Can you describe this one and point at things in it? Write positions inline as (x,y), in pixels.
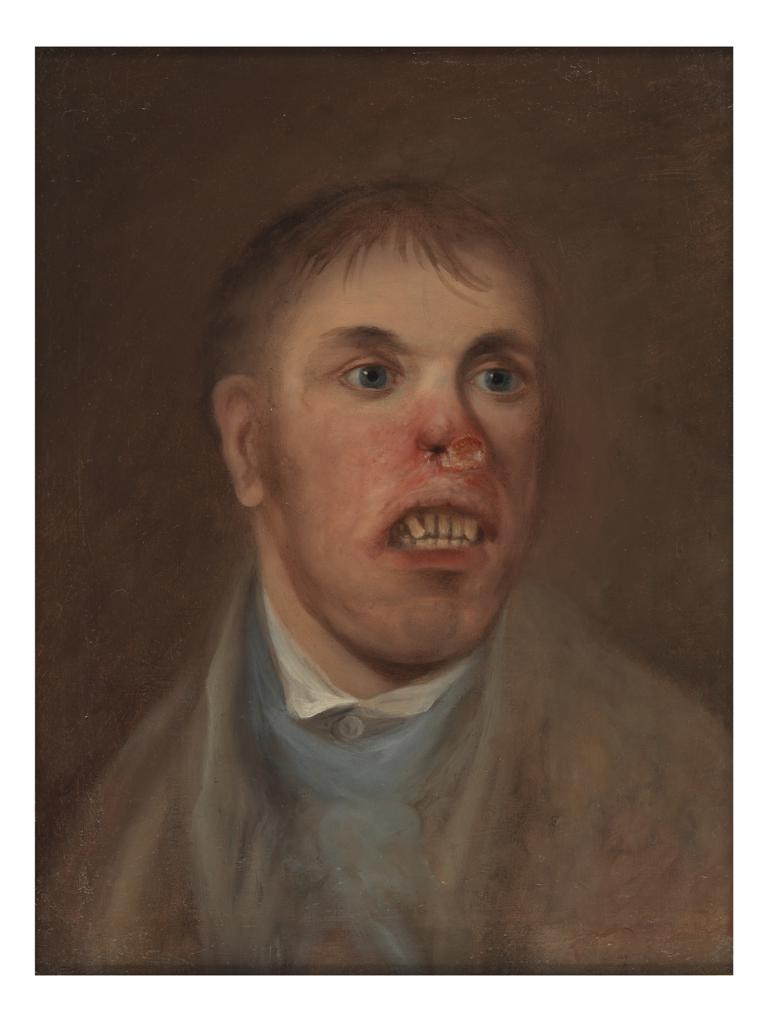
In this image we can see a painting (285,485) of a person (333,418).
